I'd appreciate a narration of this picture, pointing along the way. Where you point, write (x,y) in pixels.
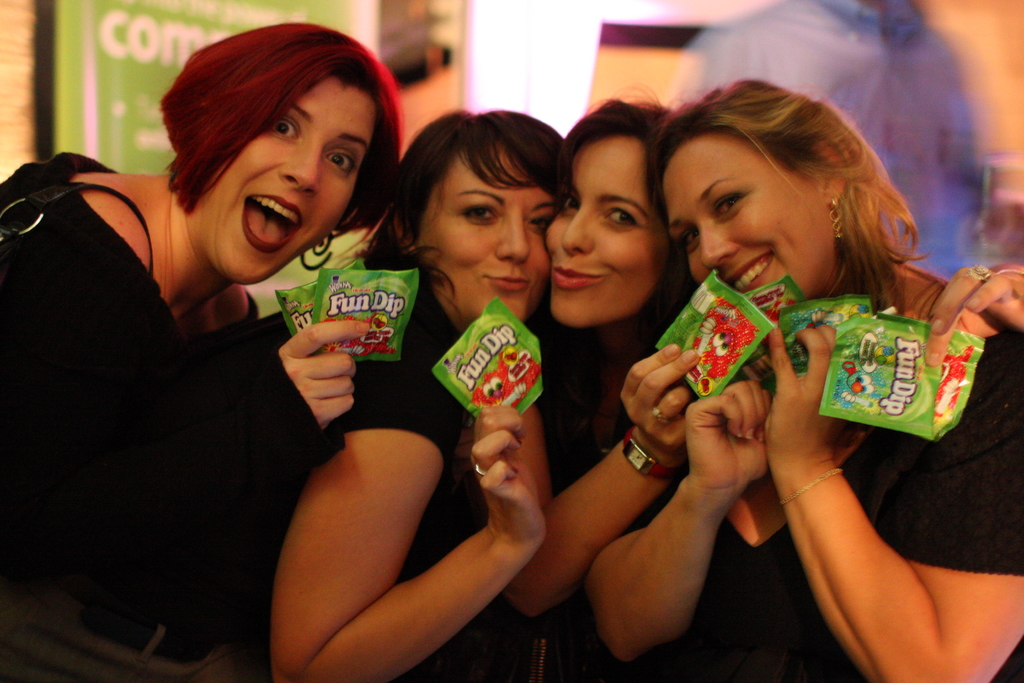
In this picture there are women (280,230) holding packets (912,421). In the background of the image (766,18) we can see a person (704,59) and board (292,18).
